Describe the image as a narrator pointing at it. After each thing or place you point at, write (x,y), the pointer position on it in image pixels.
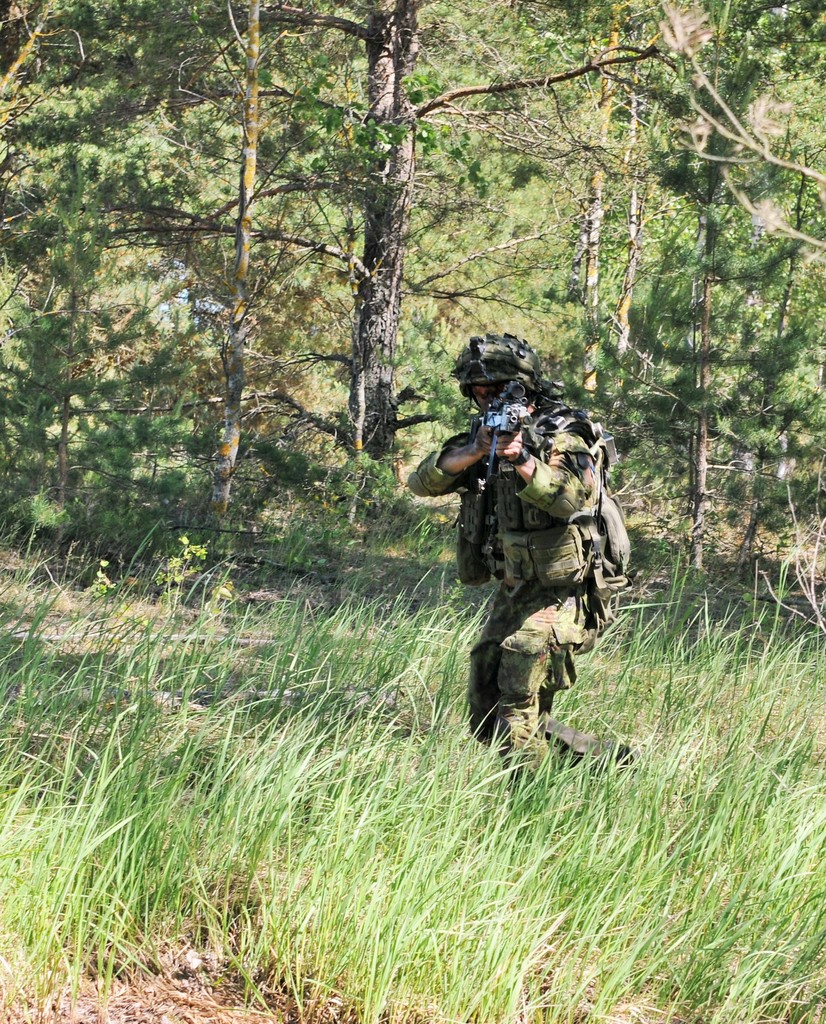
In the image in the center (510,585), we can see one person (517,628) standing and holding a gun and wearing a helmet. In the background (556,237) we can see trees (446,132), plants (237,490) and grass (77,624).
